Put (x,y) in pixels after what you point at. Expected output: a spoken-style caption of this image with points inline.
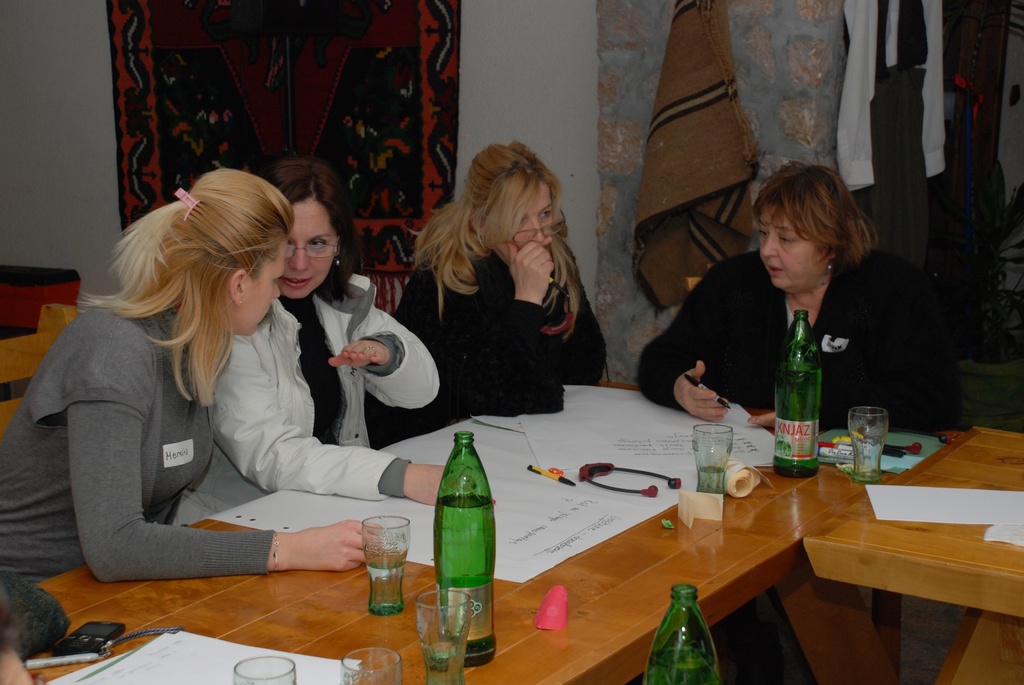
In the picture we can find four women (281,334) sitting on the chairs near the table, on the table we can find some bottles (796,402), glasses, papers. In the background (187,54) we can find a wall (479,25) carpets (196,63) and mats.
